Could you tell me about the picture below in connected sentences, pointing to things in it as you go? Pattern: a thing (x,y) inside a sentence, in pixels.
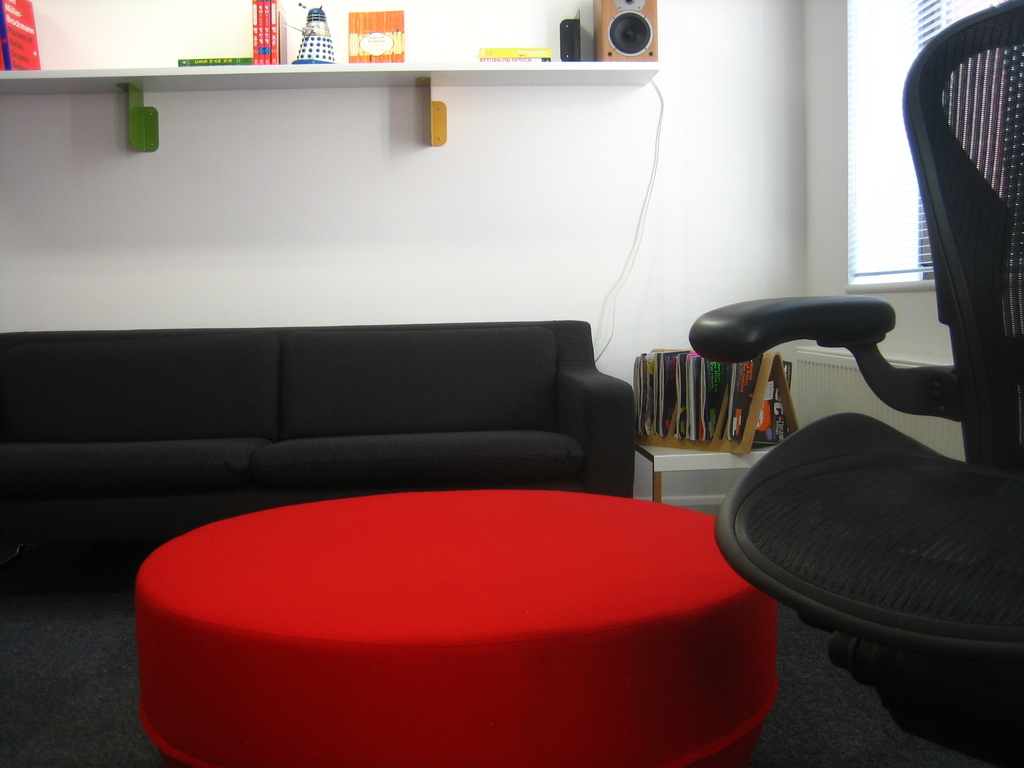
There is a couch (147,386) in the image which is in black color On right side (785,467) we can see a chair (764,461) and there are some books (776,426) on table (684,467) in middle (643,507) there is a table (606,559) which is in red color. In background (390,217) there is a wall (380,205) and on the top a shelf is attached to it. On shelf (414,77) there is a speaker (620,31), few books (359,44), figurine (326,42).
